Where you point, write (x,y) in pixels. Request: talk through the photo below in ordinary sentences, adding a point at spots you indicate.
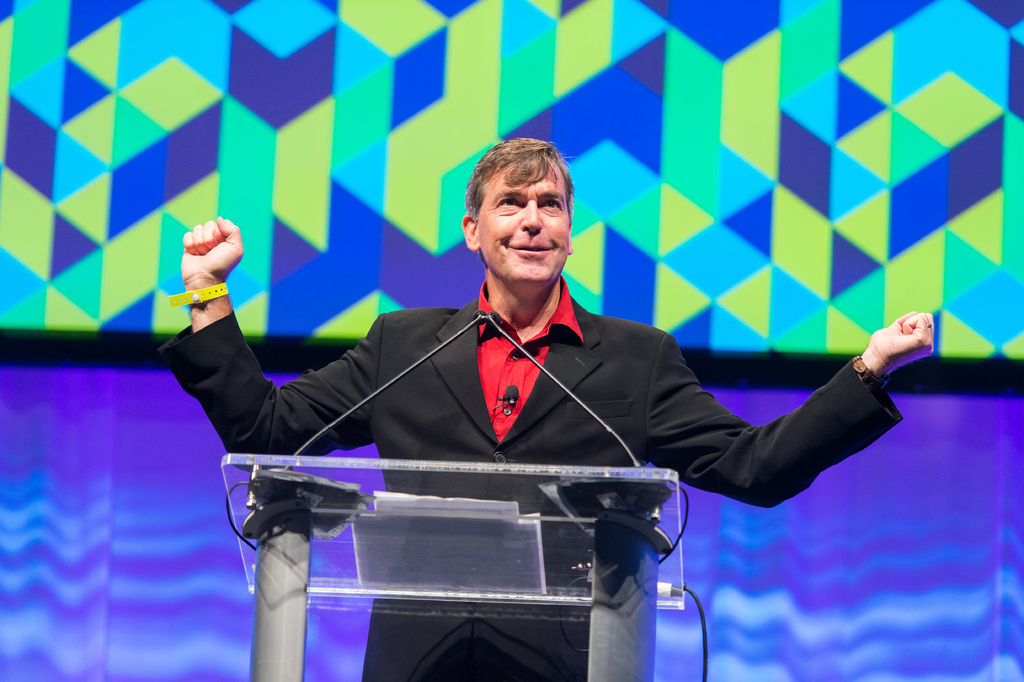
In this image we can see a man (446,411) wearing red color shirt (501,414), black color suit (588,420) standing behind glass podium (485,587) on which there are microphones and in the background of the image (364,99) there is a screen (251,100) which is in multi color like blue, yellow and some other colors.
